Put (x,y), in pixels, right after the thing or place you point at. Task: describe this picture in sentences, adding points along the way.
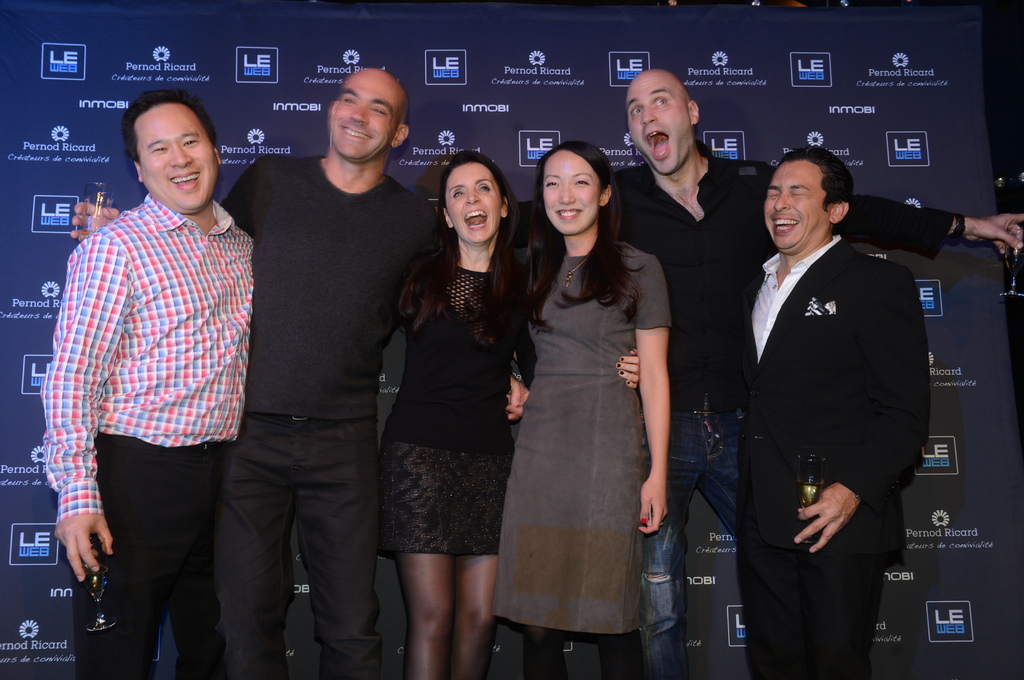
In this image we can see a group of people (572,316) standing holding each other. In that some people (157,602) are holding the glasses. On the backside (60,95) we can see a board (65,111) with some text (617,148) on it.
